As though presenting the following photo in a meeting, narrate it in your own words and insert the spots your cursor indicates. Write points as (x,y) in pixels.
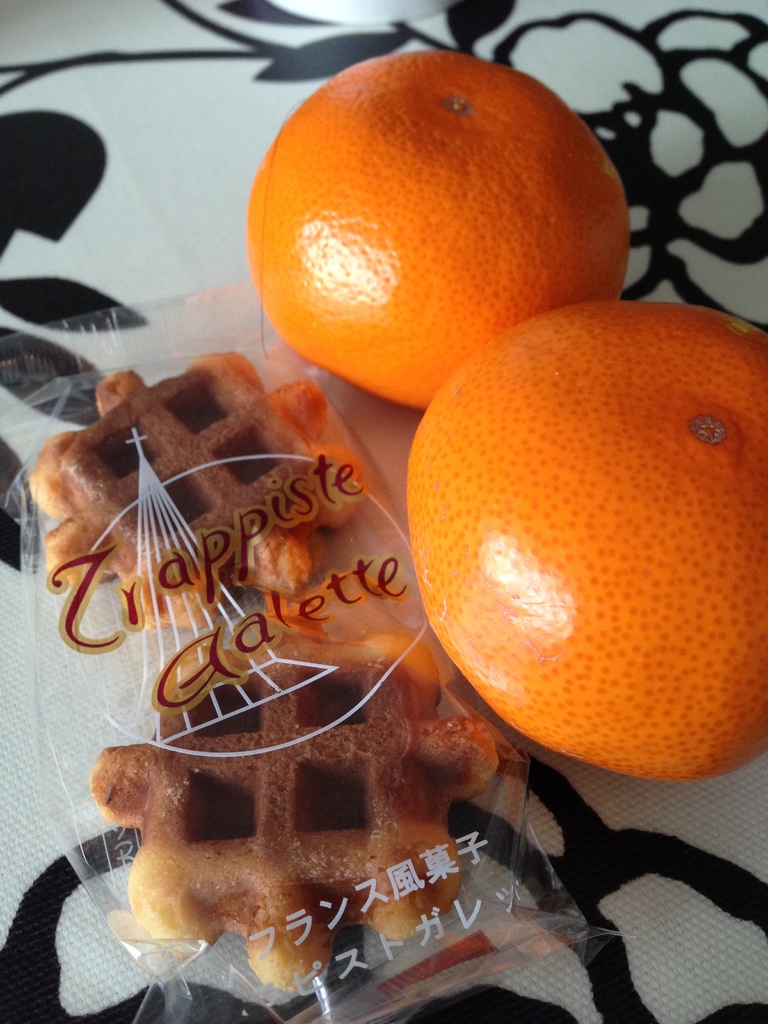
This image consists of food (311,574) which is in the center (330,445).
